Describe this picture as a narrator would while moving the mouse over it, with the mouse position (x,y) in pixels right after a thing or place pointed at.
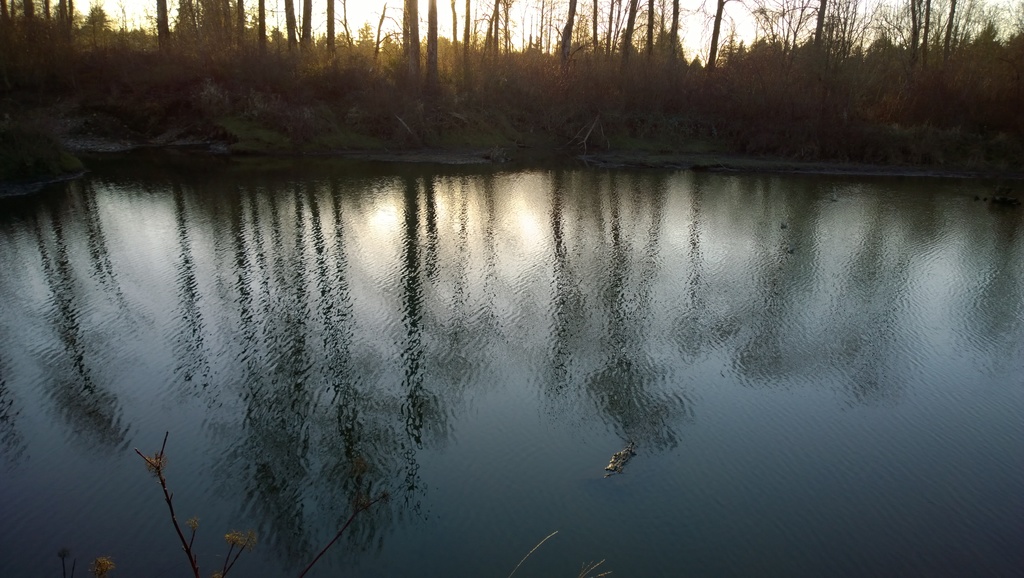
In this picture I can see the lake (555,262) on which we can see the reflection (489,295) of a trees (490,77) and also I can see some trees (756,74) to the side of the lake (91,168).
